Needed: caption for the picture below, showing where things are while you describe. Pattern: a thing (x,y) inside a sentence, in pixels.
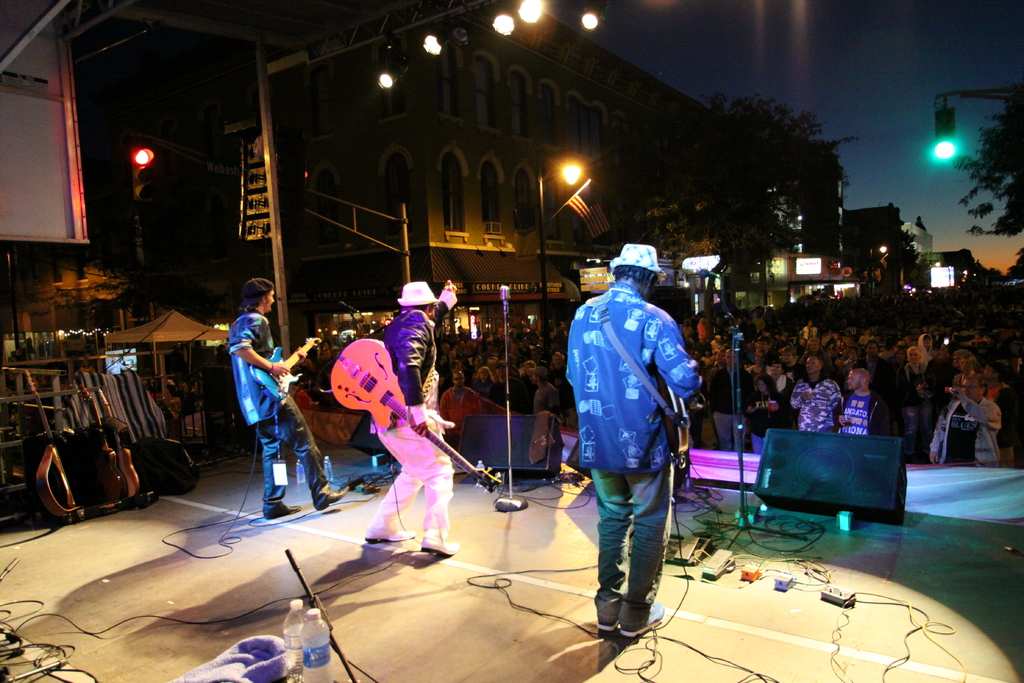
There are three members (416,433) standing on the stage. Three of them are holding a guitars (365,401) in their hands (416,416). Everyone is having a microphone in front of them. In the down there are some people (824,358) standing and enjoying the music concert. In the background (741,210) there is a tree (726,200), building (577,187), street lights (575,174) and sky (778,100) here.
